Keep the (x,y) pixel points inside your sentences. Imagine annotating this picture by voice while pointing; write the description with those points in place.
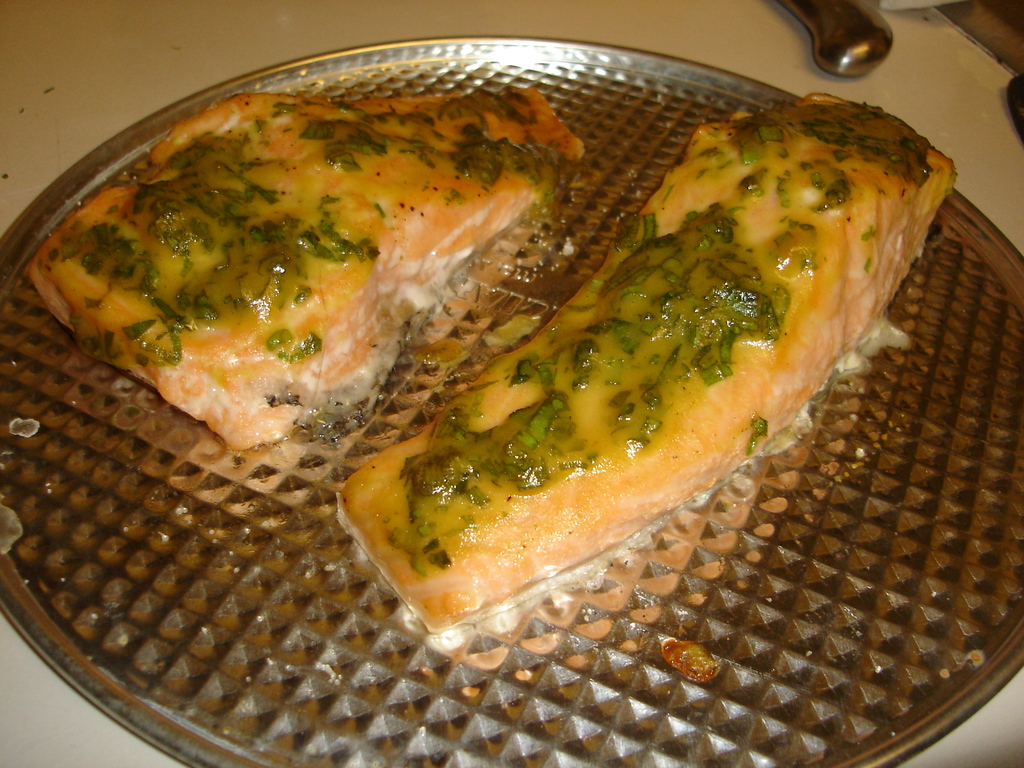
In this image we can see some food item (768,365) kept on the plate (918,534) and we can see knife (850,56) placed on the white surface (42,687).
